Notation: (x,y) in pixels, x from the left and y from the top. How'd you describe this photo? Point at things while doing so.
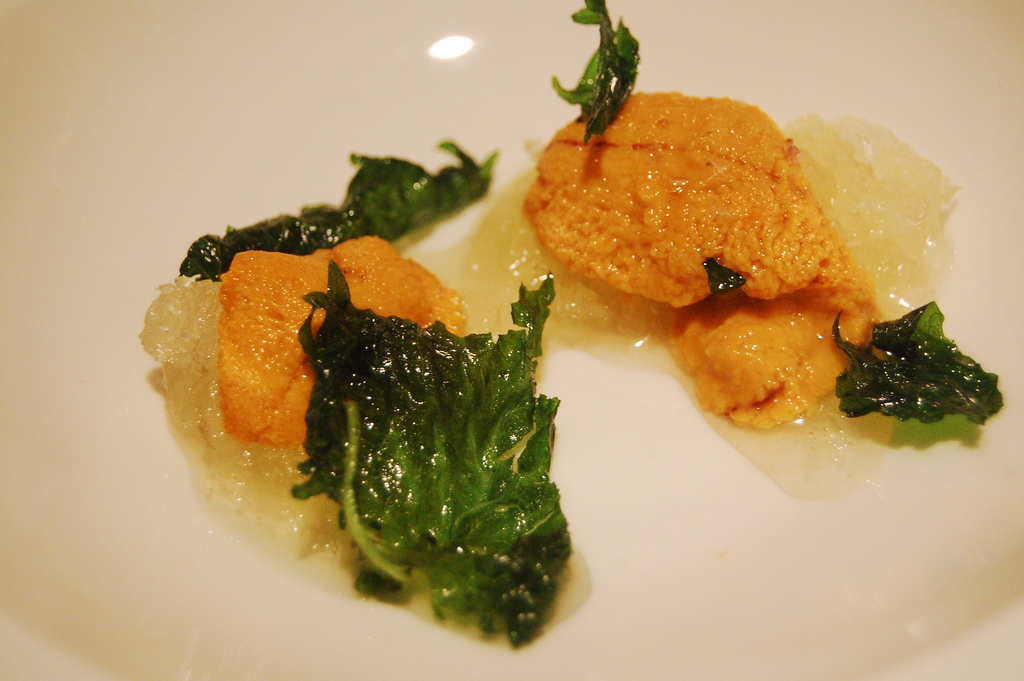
In this image I can see some food item (404,295) in the plate (173,210).
